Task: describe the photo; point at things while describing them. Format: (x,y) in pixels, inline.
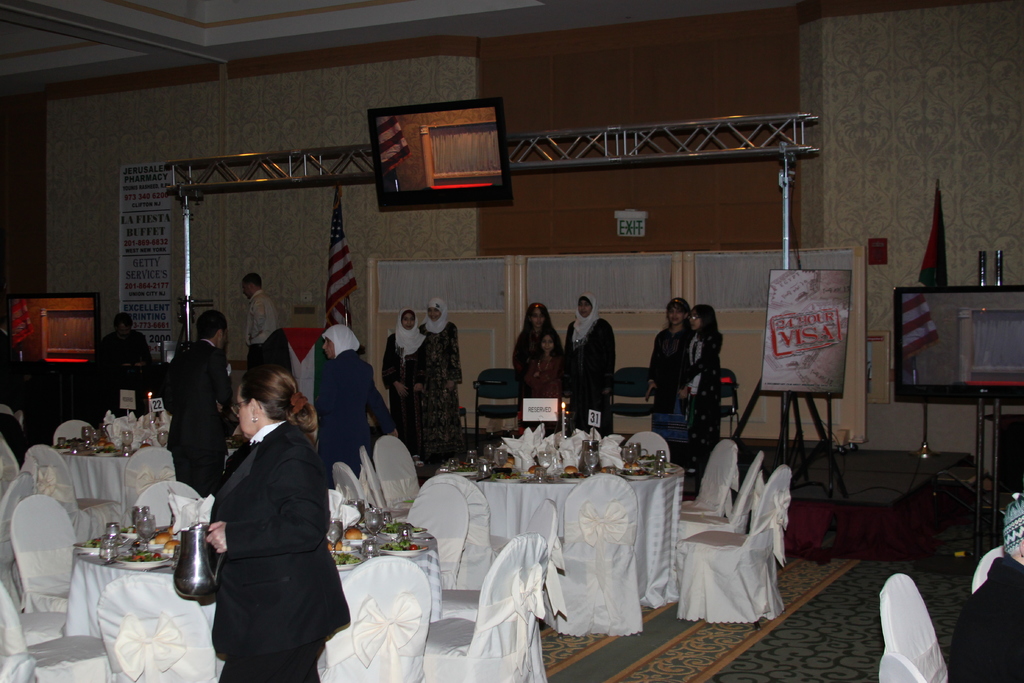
In this image, we can see group of people (329,567) are stand near the tables (493,495) and chairs (158,602). Few items (587,448) are placed on it. At back (608,189) side, there is a banners (782,307), screen (409,159), rod (649,161), wall (324,228) we can see.
